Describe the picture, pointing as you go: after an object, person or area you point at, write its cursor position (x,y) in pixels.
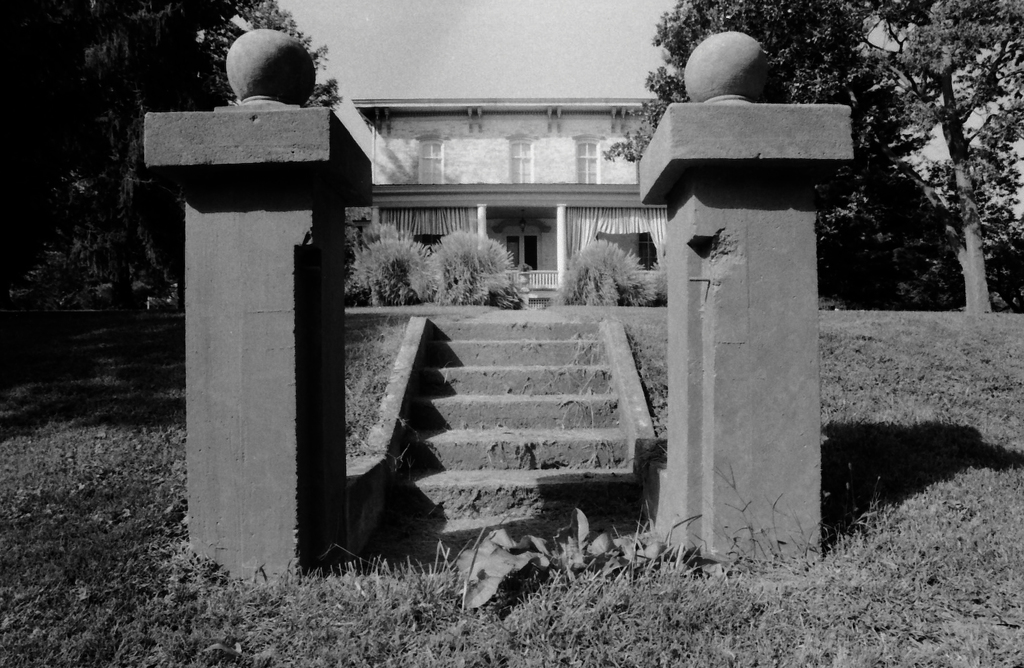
This is a black and white image. These are the stairs (518,466). I think this is a house (499,168) with the windows (580,167). I can see the trees (103,198) and bushes (569,287). This is the grass (703,641). I think these are the pillars (734,167).
